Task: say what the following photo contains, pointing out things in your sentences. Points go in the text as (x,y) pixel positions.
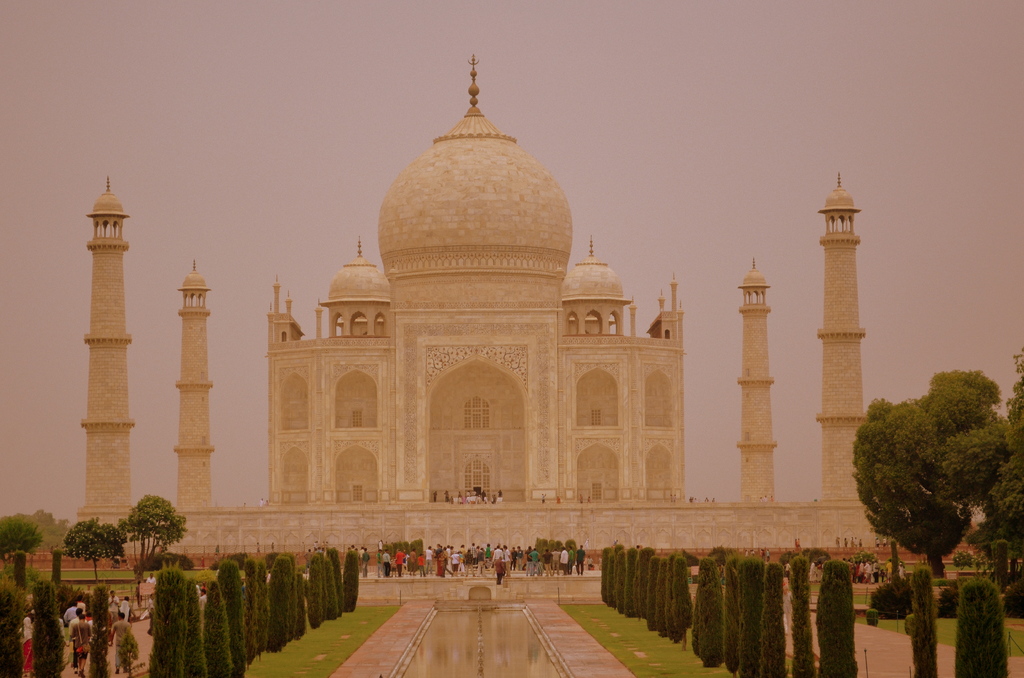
In this image there is a taj mahal (322,341) in front of that so many people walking also there are so many trees (212,661) and pond (518,634).
